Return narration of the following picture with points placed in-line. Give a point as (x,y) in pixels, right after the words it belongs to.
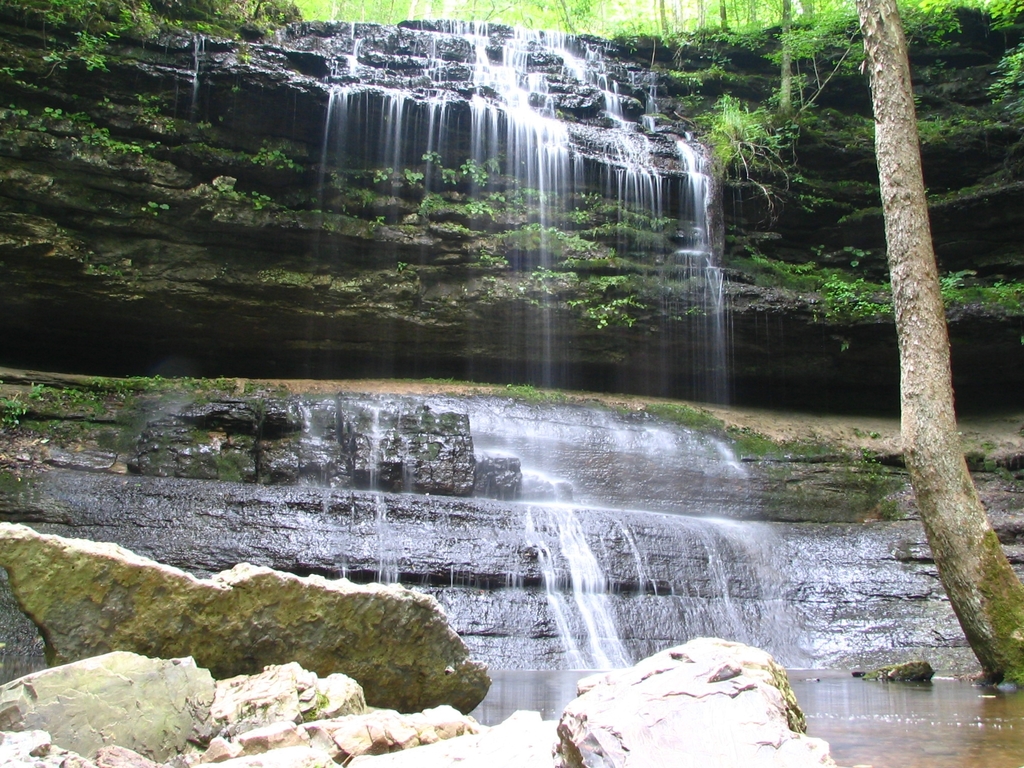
To the bottom left of the image (173,604) there are big stones (291,661). And in the middle of the image (509,276) there is a waterfall (602,574) from the big rocks (831,136). And to the right side of the image (873,146) there are trees (924,223) and plants (912,24) on the rocks (839,146). To the right side of the image (867,13) there is a tree stem (897,53).
